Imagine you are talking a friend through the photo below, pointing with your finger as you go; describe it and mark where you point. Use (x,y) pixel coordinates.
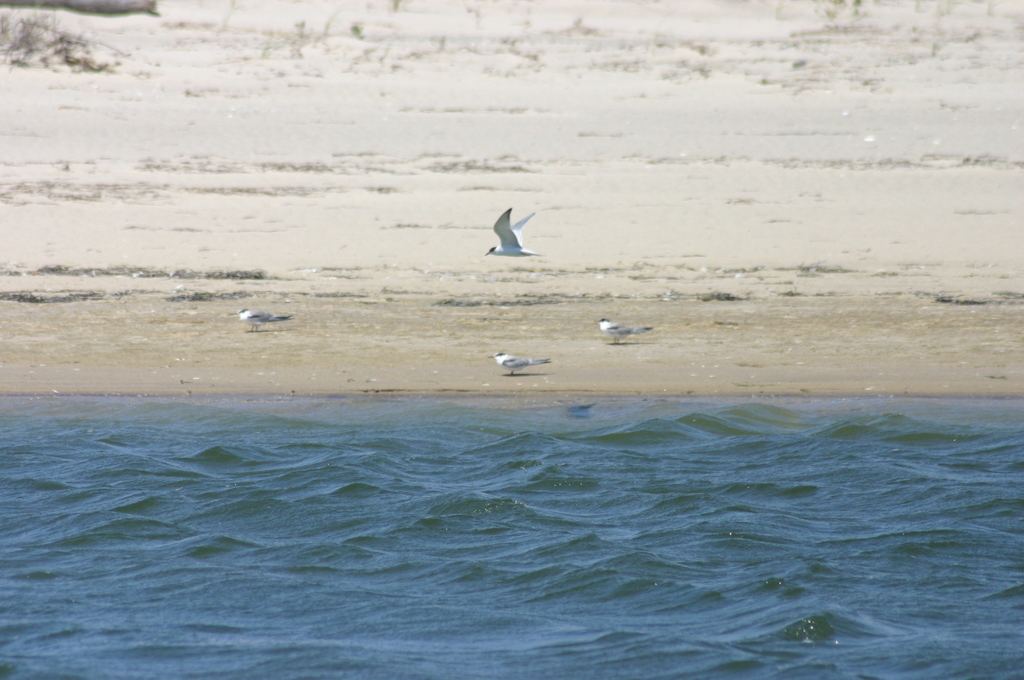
In this image we can see birds (258,314) standing on the sand (567,349), a bird (523,230) flying in the air and water (470,493).
